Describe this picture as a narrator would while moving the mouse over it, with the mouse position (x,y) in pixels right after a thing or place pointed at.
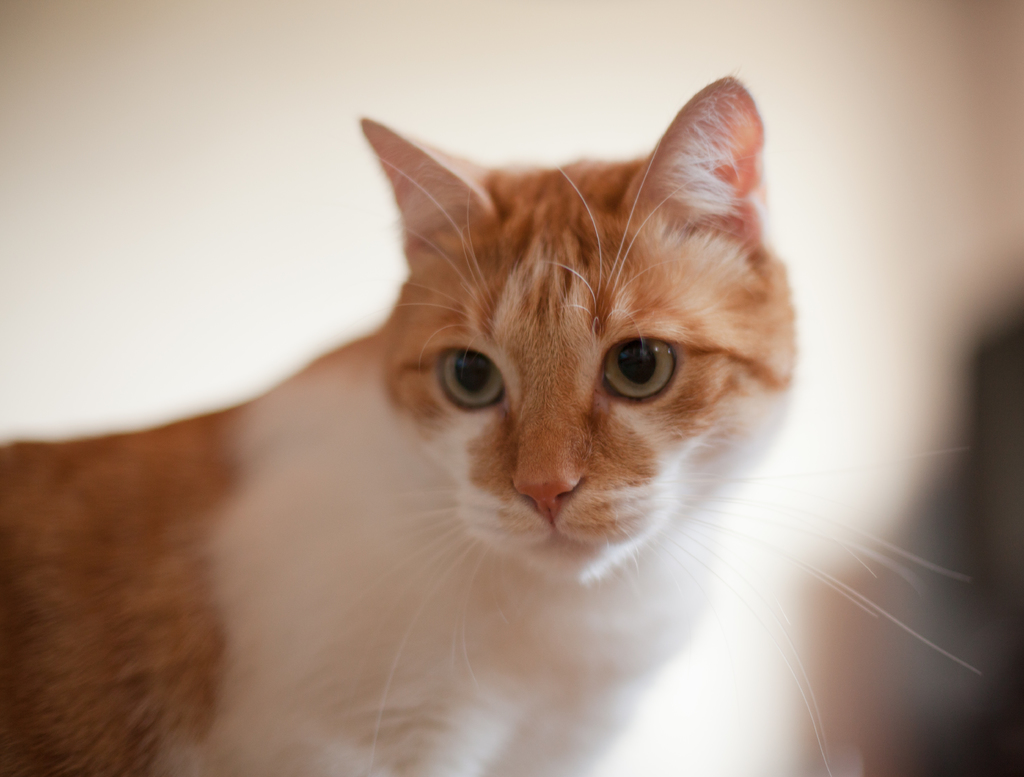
In this picture I can see a cat (637,559) and I can see blurry background (263,204).
